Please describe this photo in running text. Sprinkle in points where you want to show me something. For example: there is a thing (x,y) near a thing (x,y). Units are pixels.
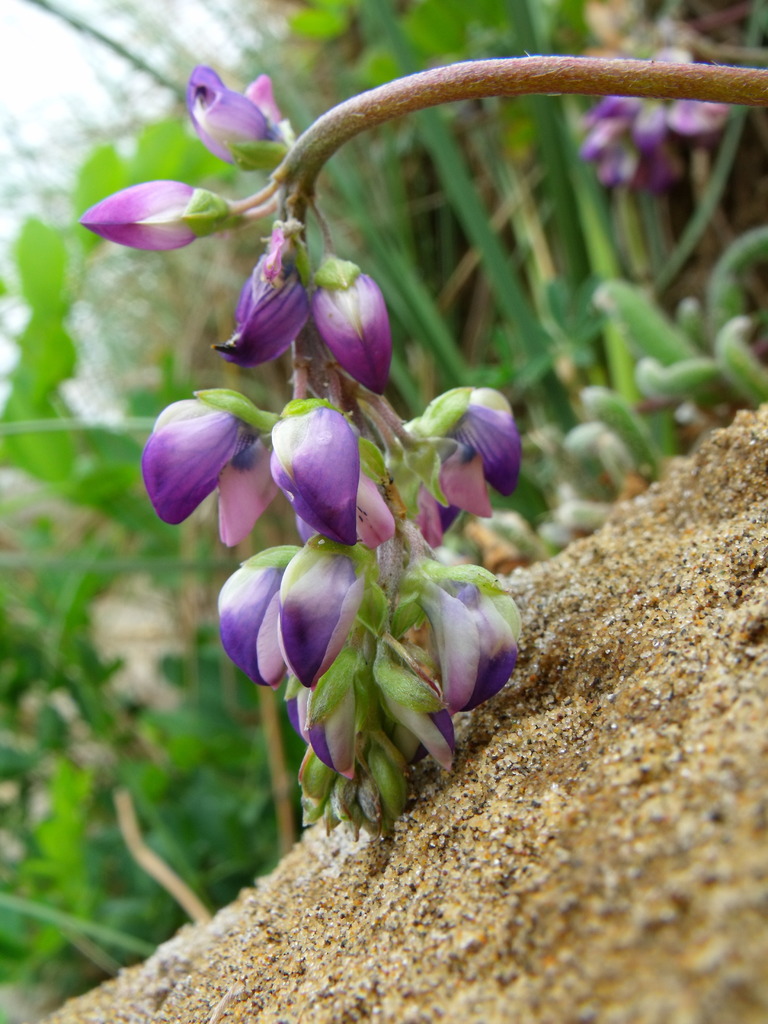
In this picture I can see flowers (620,100), and, sand (676,852) in the background (346,242) there are plants (50,699).
